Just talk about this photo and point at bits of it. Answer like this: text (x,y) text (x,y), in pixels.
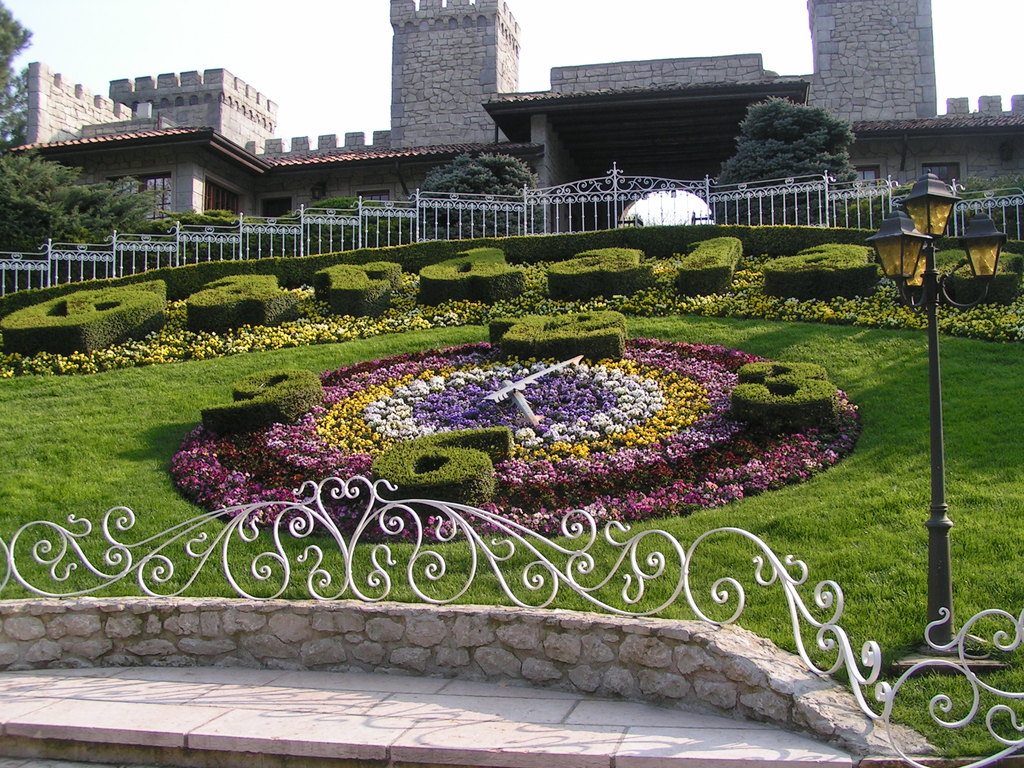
In this image I can see the railing (99,541), few flowers (536,455) in multi color, grass (894,417) and trees (732,175) in green color, a light pole (947,201). In the background (603,140) I can see the building (558,123), few glass windows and the sky (289,42) is in white color.
